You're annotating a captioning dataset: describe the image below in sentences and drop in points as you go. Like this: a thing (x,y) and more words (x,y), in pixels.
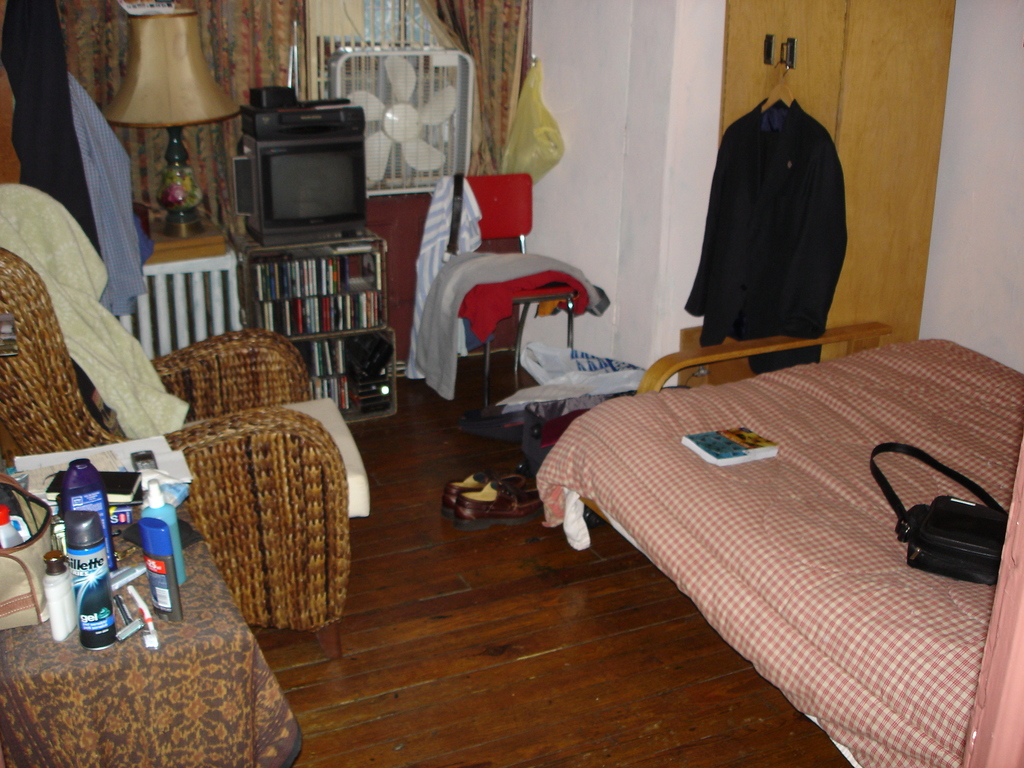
In this image I can see a room (440,480) with bed (806,509). On the bed (893,524) there is a bag (924,535) and the book (719,448). In front of the bed (692,463) there is a dress (736,181) and it is hanging to the wall (809,47). To the left of bed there is a chair (208,390) and some of the cosmetics (102,573) are on the table (138,679). In front of that there is a television (334,185), books (278,277), lamp (138,110), fan (395,144) and some clothes (485,274) are on the chair (500,227).
